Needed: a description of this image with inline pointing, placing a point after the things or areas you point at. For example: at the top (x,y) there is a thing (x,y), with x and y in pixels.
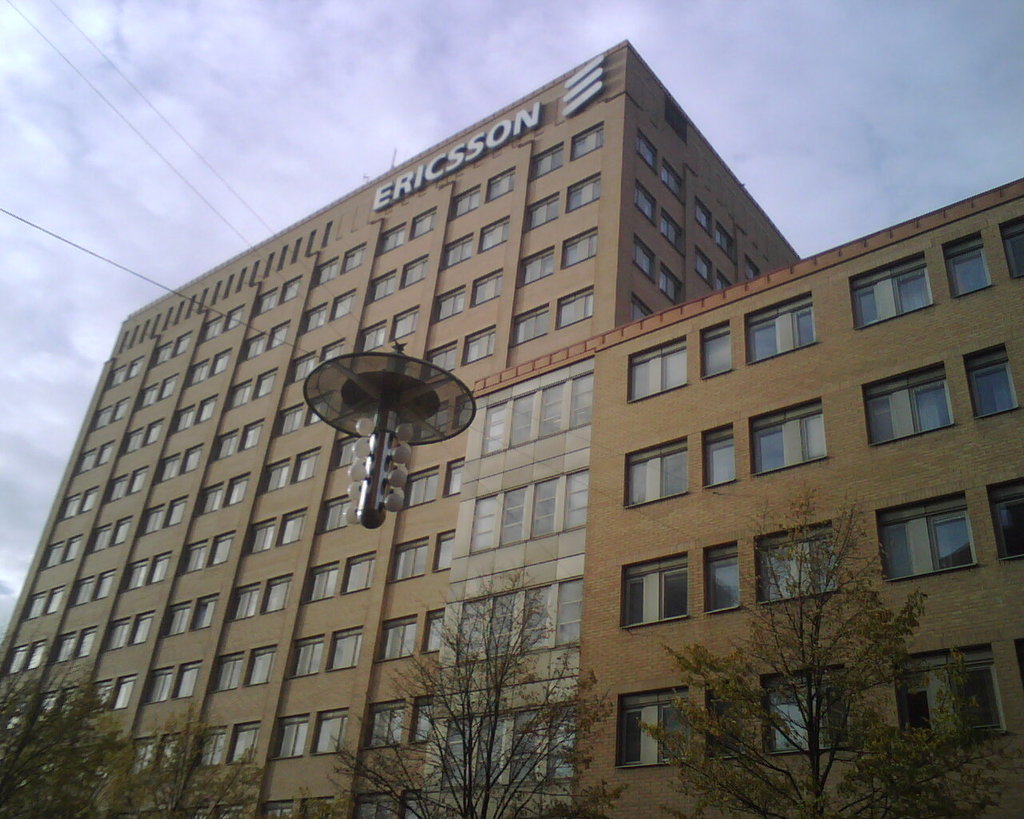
This image consists of a building (372,285) in brown color. At the bottom (470,718), there are trees (750,762). To the top (240,138), there are clouds (221,90) in the sky (219,91). In the middle (356,415), there are wires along with lights (378,443).
